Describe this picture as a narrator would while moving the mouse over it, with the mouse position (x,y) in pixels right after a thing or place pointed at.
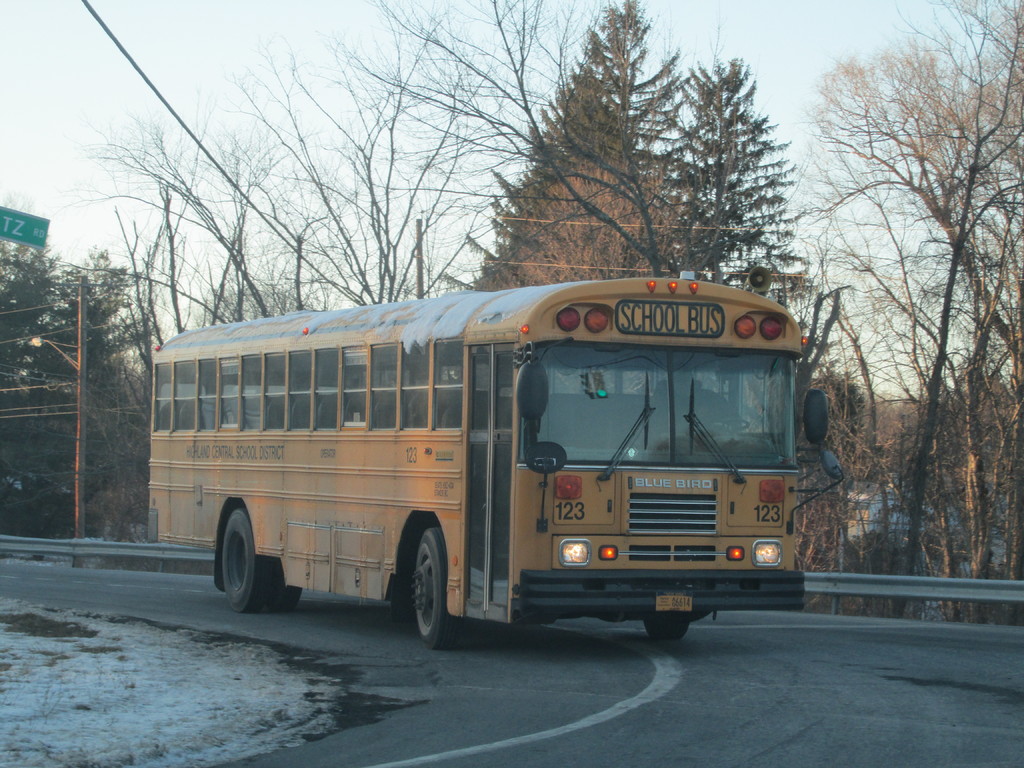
In this image in the center (492,469) there is a bus (503,446) which is yellow in colour with some text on it is moving on the road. In the background (490,261) there are trees (23,293) and there is a metal fence (837,575).
